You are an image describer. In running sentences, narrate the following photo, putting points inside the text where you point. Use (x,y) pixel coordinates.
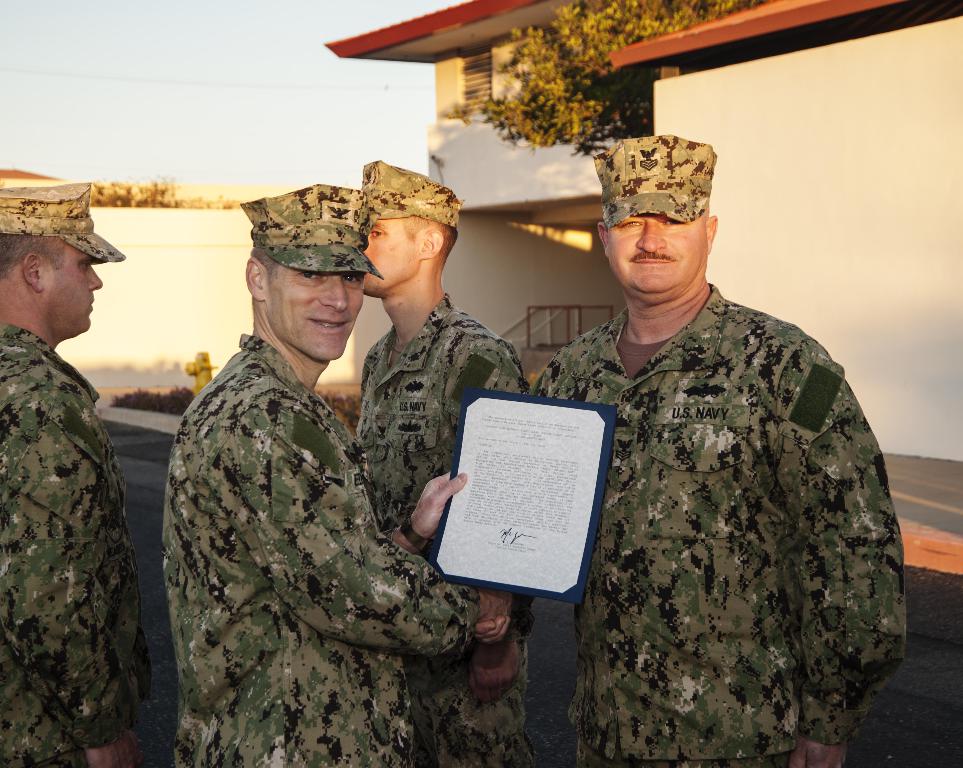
In this picture we can see few army people (531,598) are standing in front of the house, among them two persons (675,616) are shaking their hands (510,603) and also we can see one person (428,535) holding paper (536,438).
